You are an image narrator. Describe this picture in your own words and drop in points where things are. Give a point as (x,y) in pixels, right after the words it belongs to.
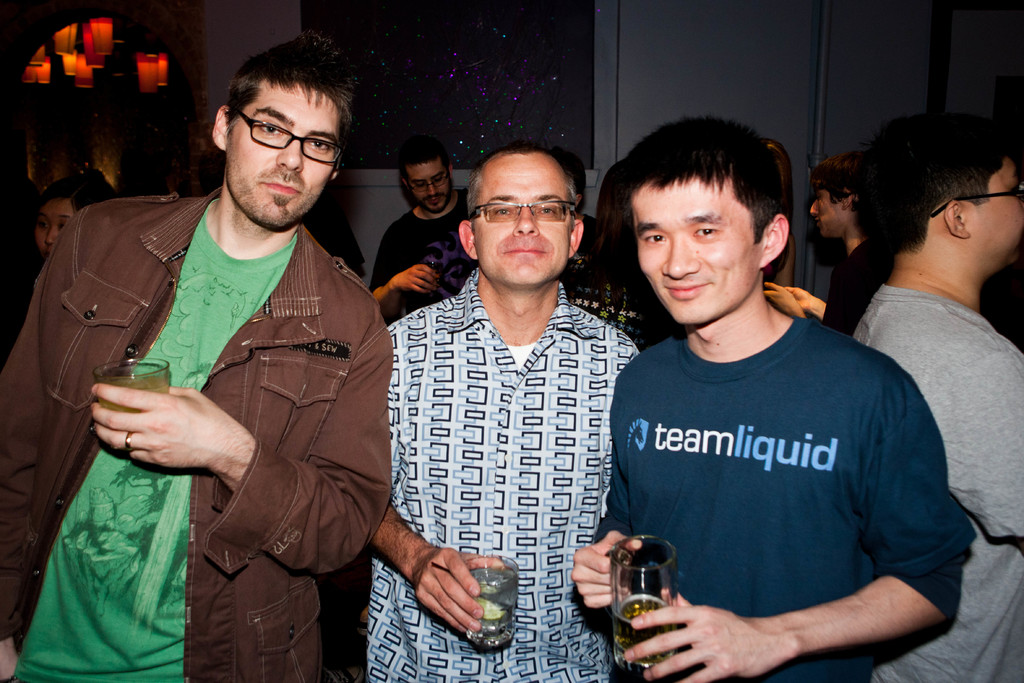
Here we can see group of people (203,454) and in front (245,194) we can see 3 men (230,196) standing with glasses (621,598) in their hand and two of them are smiling at the top left (134,50) we can see colorful lights (164,71).
